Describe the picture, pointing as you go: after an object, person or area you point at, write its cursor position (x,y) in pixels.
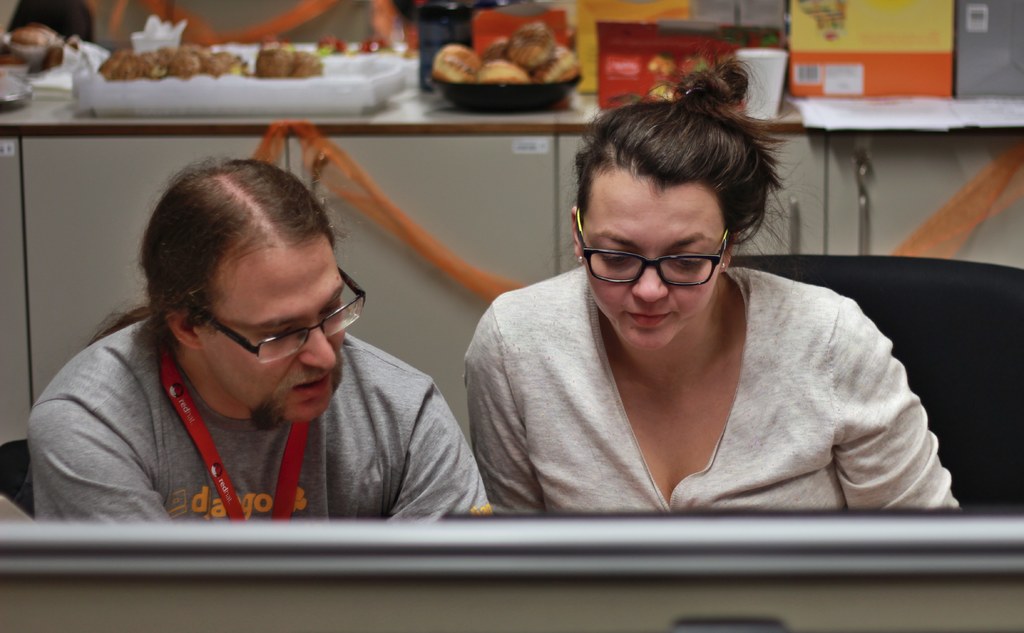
In this image I can see two persons (671,374) sitting, the person (756,379) at right (788,383) is wearing white color shirt (772,393) and the person (392,393) at left (161,388) is wearing gray color shirt (143,388), background (278,110) I can see the food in trays (269,100) and bowls (536,85).
